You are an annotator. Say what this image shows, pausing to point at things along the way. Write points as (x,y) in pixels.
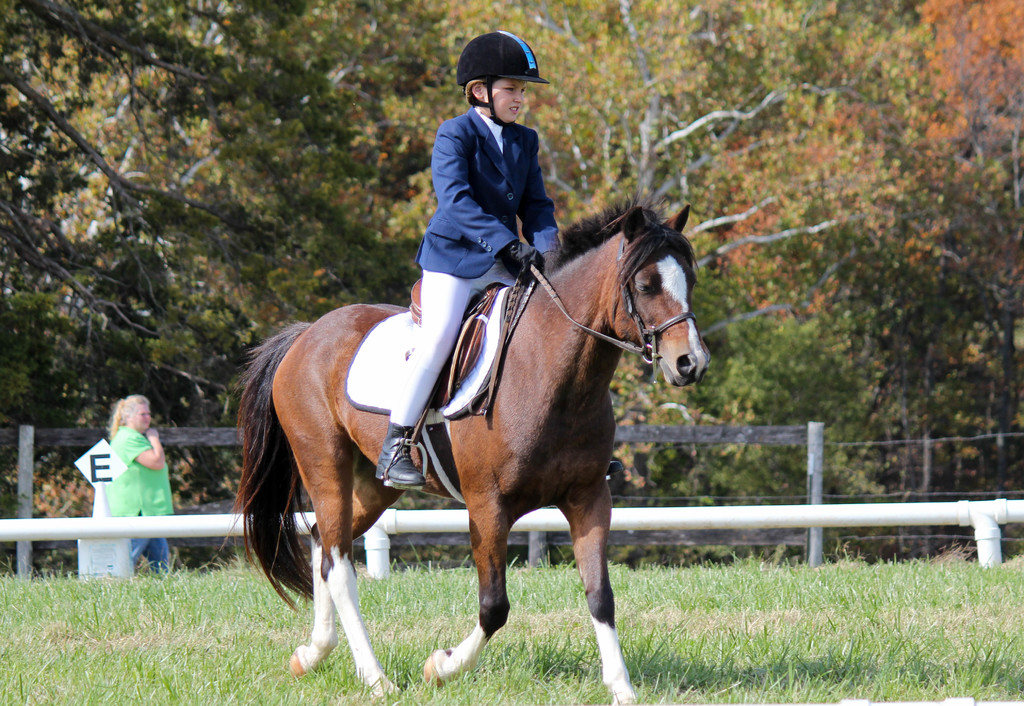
In this image I can see a horse (326,332) in brown color and a person (529,195) sitting on the horse (590,234) wearing blue blazer (451,236), white pant (440,289). Background (116,609) I can see the other person (165,560) walking, grass (158,576) and trees (390,1) in green color and a pole (122,526) is in white color.
